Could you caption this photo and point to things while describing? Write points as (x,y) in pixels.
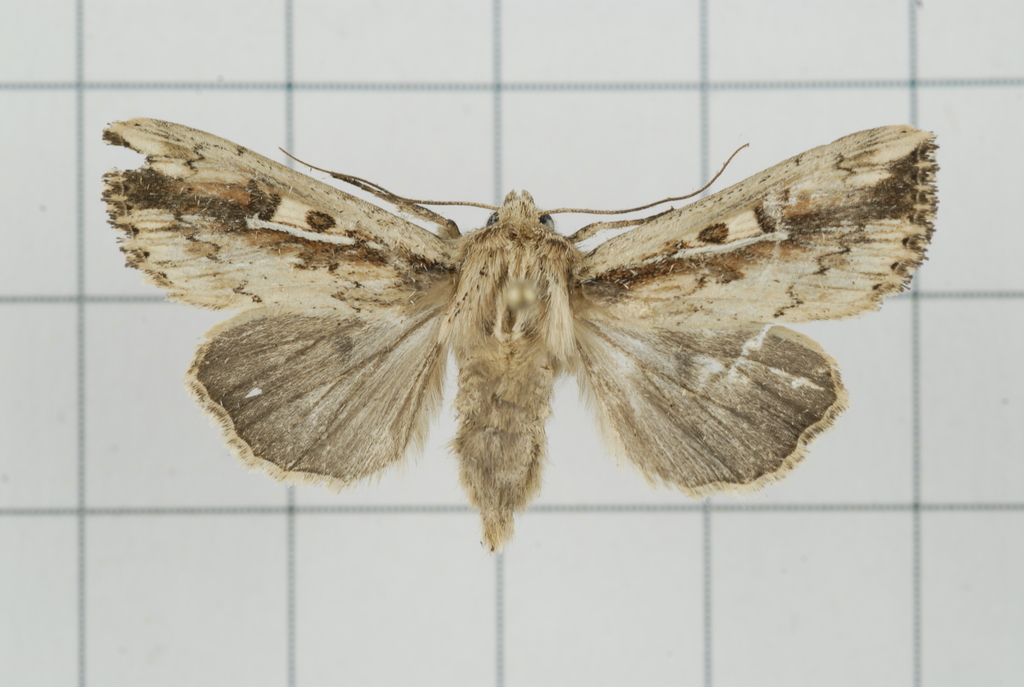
In this image I can see an insect (398,286).
